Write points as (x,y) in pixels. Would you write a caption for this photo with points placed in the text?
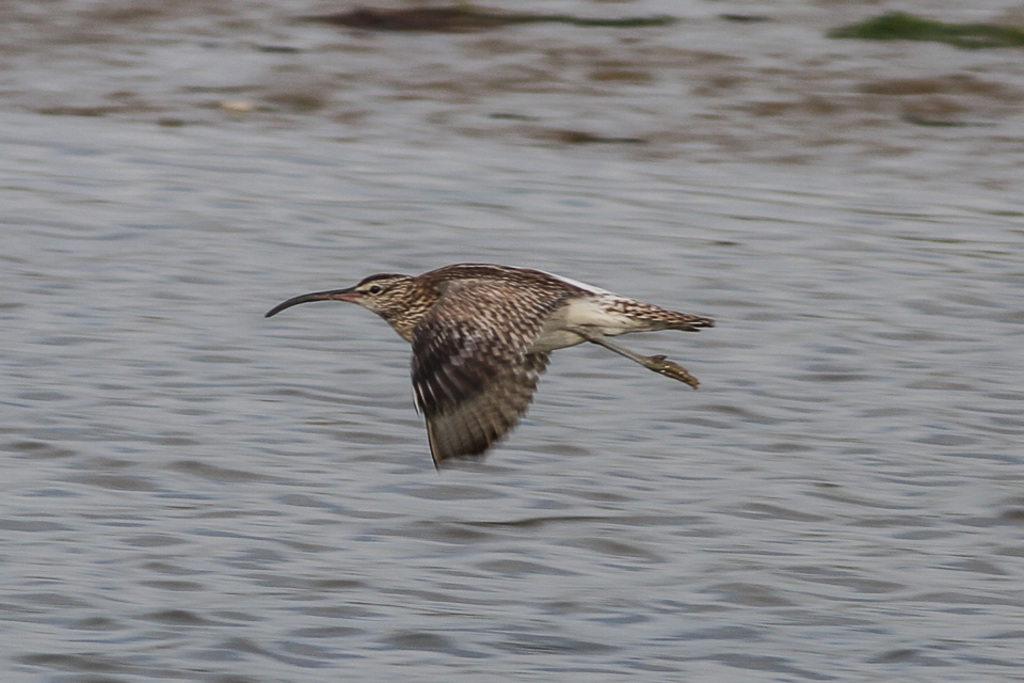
In this picture there is a bird (498,310) flying in the air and there is water (454,572) below it.
